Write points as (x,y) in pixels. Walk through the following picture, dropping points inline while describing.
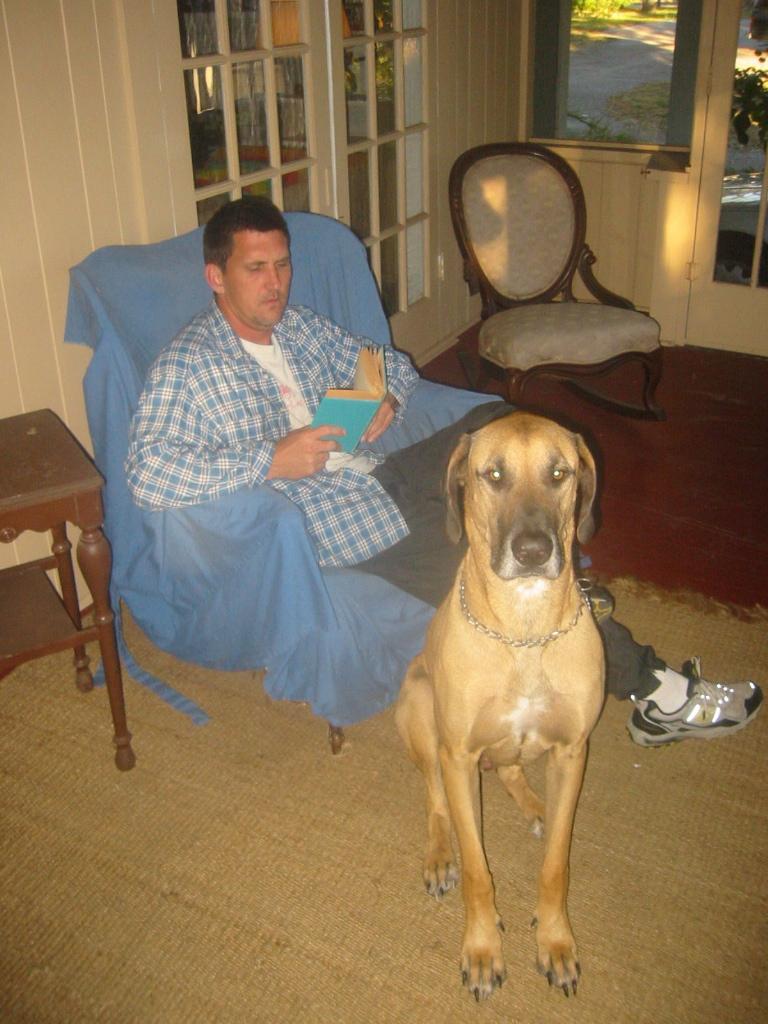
In the image, it is inside house (381,193) a person (269,318) is sitting in the chair (190,540) there is a dog (514,544) beside him to the right side of the person (214,430) there is a table (46,463), to his left side there is another chair (464,208), in the background (331,108) there is a door (384,119) Window (582,74), outside the window (655,88) there are few trees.
